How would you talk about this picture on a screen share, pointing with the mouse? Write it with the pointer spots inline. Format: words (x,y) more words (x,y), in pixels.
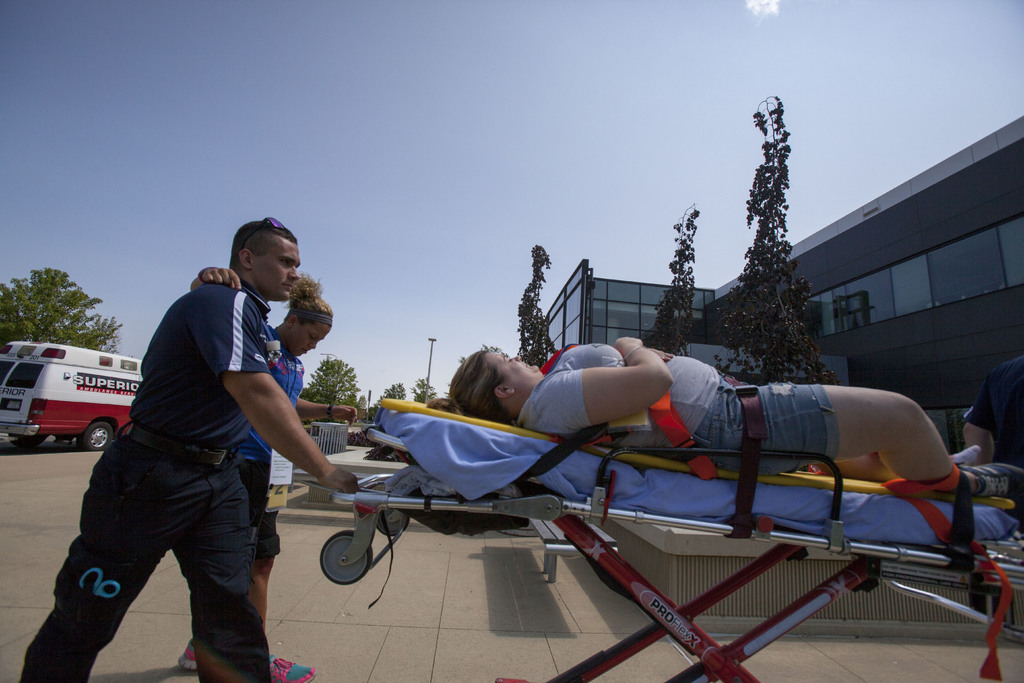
In this image I can see two persons (116,480) walking and I can also see the person (642,434) lying on the stretcher (580,524). In the background (810,344) I can see the building (869,344), vehicle (9,353), few trees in green color and the sky (546,90) is in blue and white color.
